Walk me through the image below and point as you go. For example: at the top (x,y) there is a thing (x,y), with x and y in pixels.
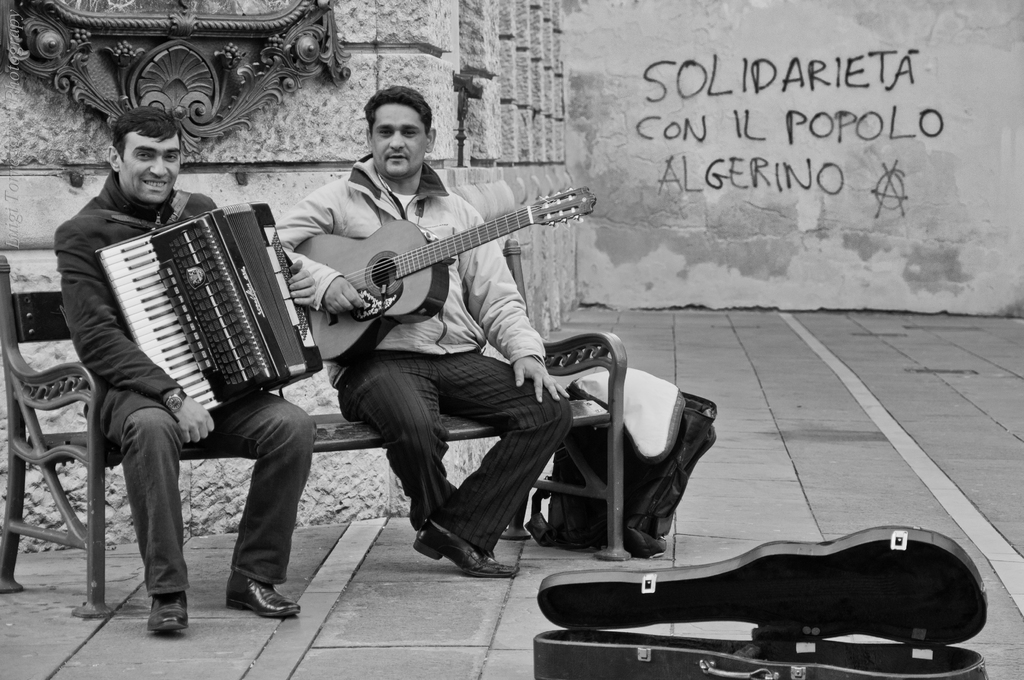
In this picture there are two people (435,466) sitting on the bench (89,396) holding some musical instruments (310,307) and behind them there is decoration (237,43) to the wall (534,102) and a guitar bag (726,648) and other bag (677,480) on the floor (428,653).
